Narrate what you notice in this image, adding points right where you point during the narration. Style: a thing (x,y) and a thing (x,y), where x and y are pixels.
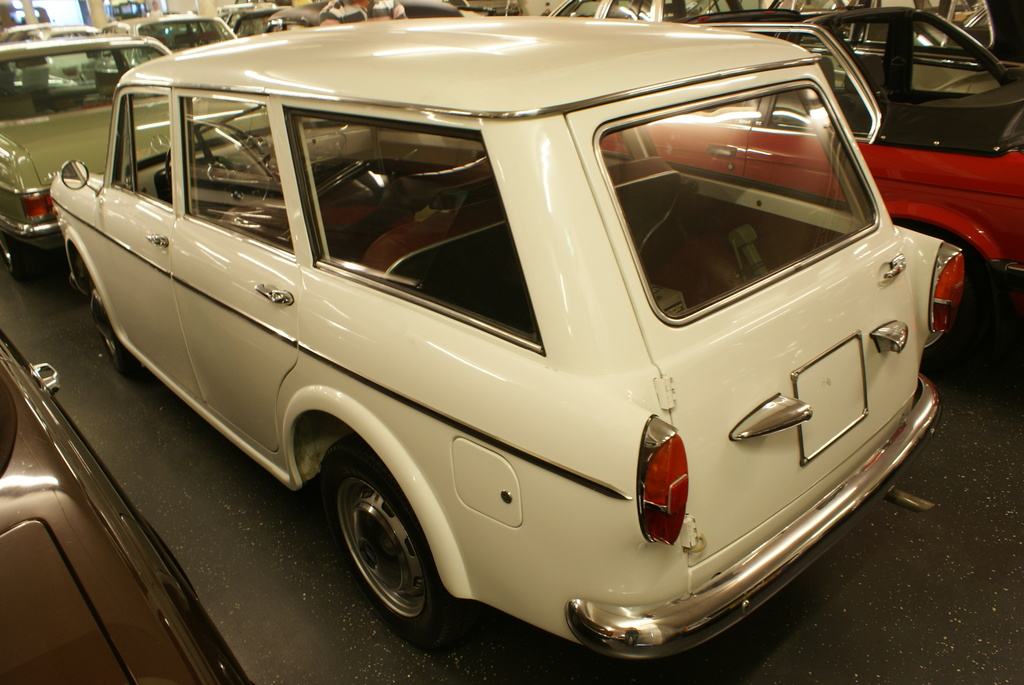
This image consist of many cars (178,336). In the front (324,321), there is a car (326,307) in white color. To the left (84,166), there is a mirror (87,180). At the top (406,58) there is a top (476,61) of the car (651,79). In the back (851,499), there is a bumper (846,486) in silver color. At the bottom (349,528), there are tyres (385,614) on the floor (304,607).
